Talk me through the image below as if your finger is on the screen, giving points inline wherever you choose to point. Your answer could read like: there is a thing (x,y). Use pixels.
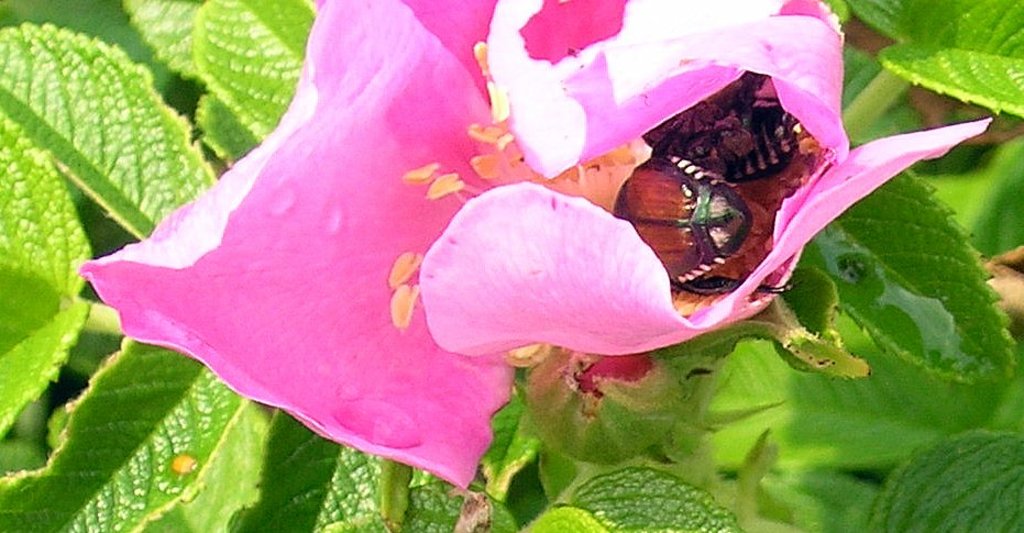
In this image we can see a pink color flower (530,323) in which insects (723,209) are there. In the background of the image (410,517) we can see green color leaves (165,439).
